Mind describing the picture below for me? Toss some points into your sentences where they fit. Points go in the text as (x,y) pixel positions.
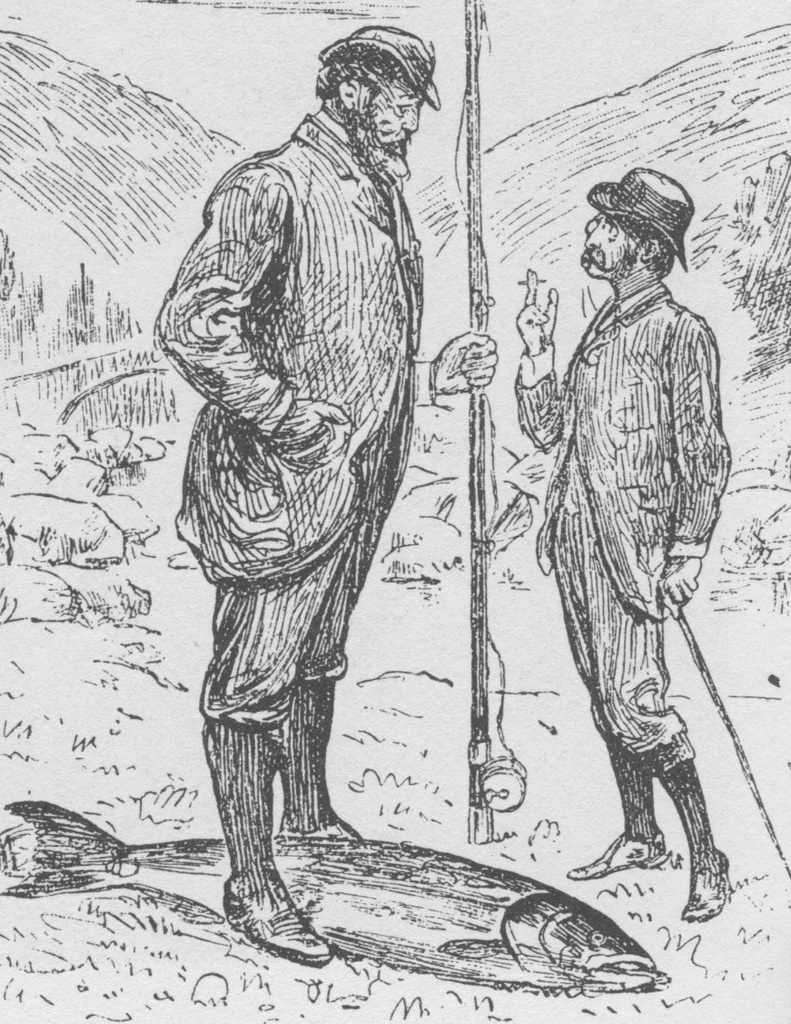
This is drawing. Here we can see two persons (640,479) and they are holding sticks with their hands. And there is a fish (452,909).
